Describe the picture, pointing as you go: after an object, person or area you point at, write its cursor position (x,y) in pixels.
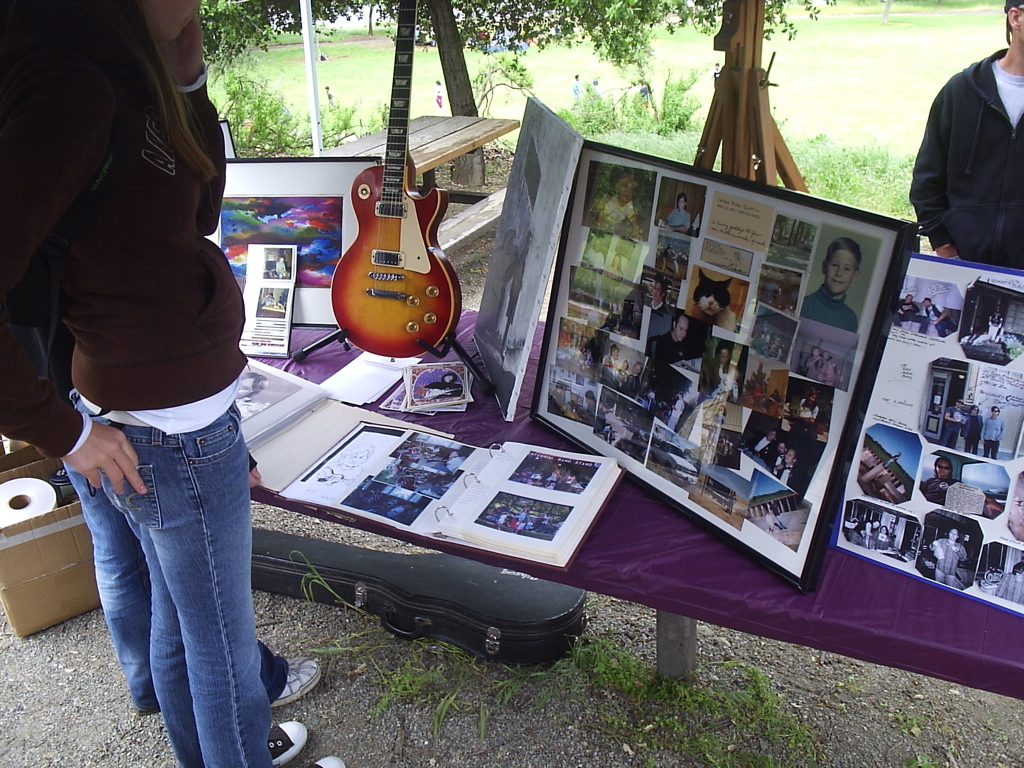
In this picture there are many photo frames (915,422) kept on the table (876,613). A guitar box (457,591) is on the floor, there are three people (246,610) in the frame and a guitar (405,235) is kept on the table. In the background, there are trees (253,85).
